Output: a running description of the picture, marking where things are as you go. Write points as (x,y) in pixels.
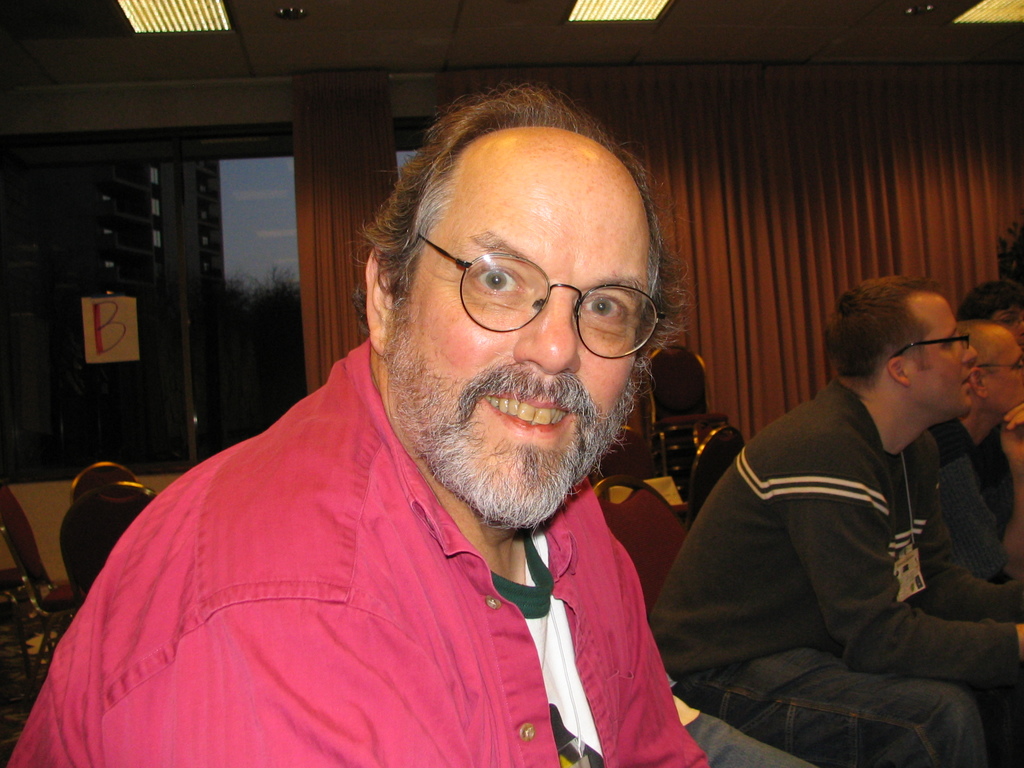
In the image we can see there is a man (479,506) sitting and he is wearing spectacles (510,279) and t shirt (295,568). Behind him there are other people (867,545) sitting on the chair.
